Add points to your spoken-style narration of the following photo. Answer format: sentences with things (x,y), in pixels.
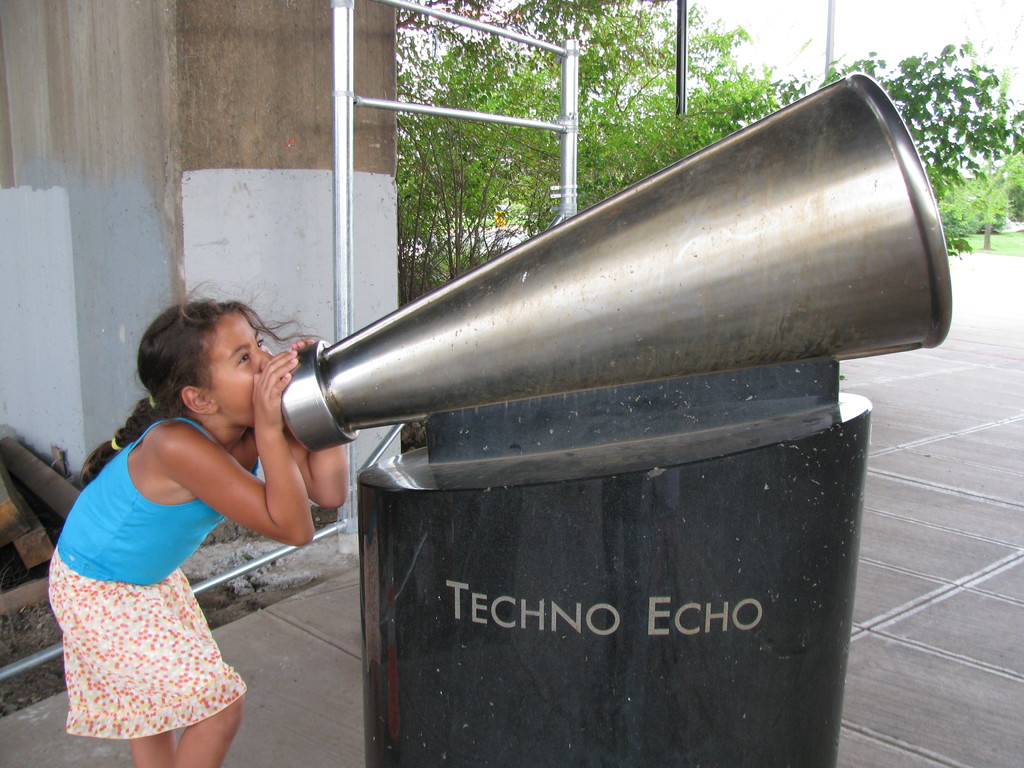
In this image I can see the person (115,635) standing and the person (134,557) is wearing blue and white color dress (118,620). In front (692,481) I can see some object (640,497) in black and silver color. In the background (600,135) I can see few poles (684,101), plants (592,69) in green color and the sky (754,30) is in white color.
